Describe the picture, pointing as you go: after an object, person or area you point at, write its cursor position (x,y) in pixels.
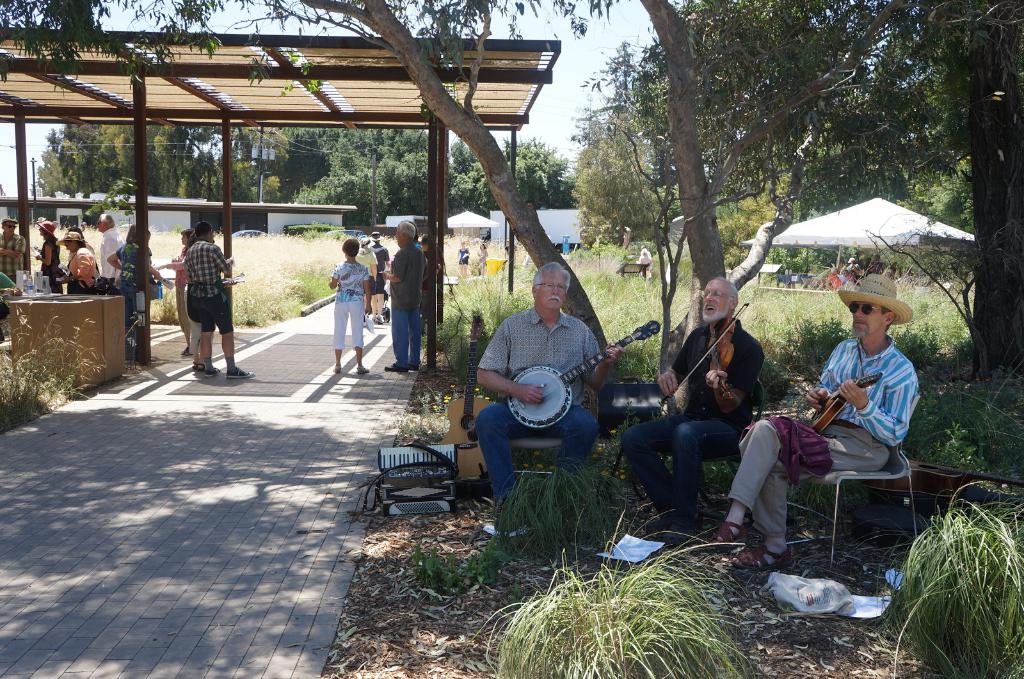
In this image there are people (368,277) standing and some of them are sitting and playing musical instruments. At the bottom (566,648) there is grass (603,600). In the background (952,274) there are trees (547,253), sheds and sky (583,51).
